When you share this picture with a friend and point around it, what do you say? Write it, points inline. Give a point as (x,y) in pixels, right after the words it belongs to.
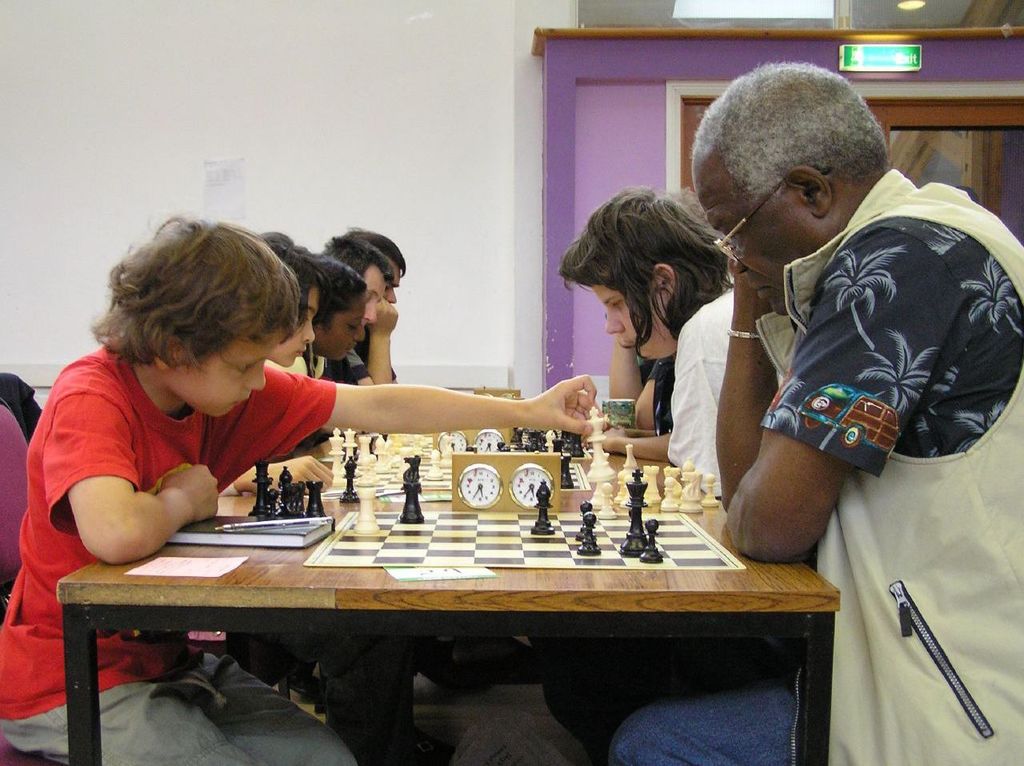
In the image we can see there are people (351,406) who are sitting on chair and on table (351,504) there are chess board (512,532) with coins (641,486).
